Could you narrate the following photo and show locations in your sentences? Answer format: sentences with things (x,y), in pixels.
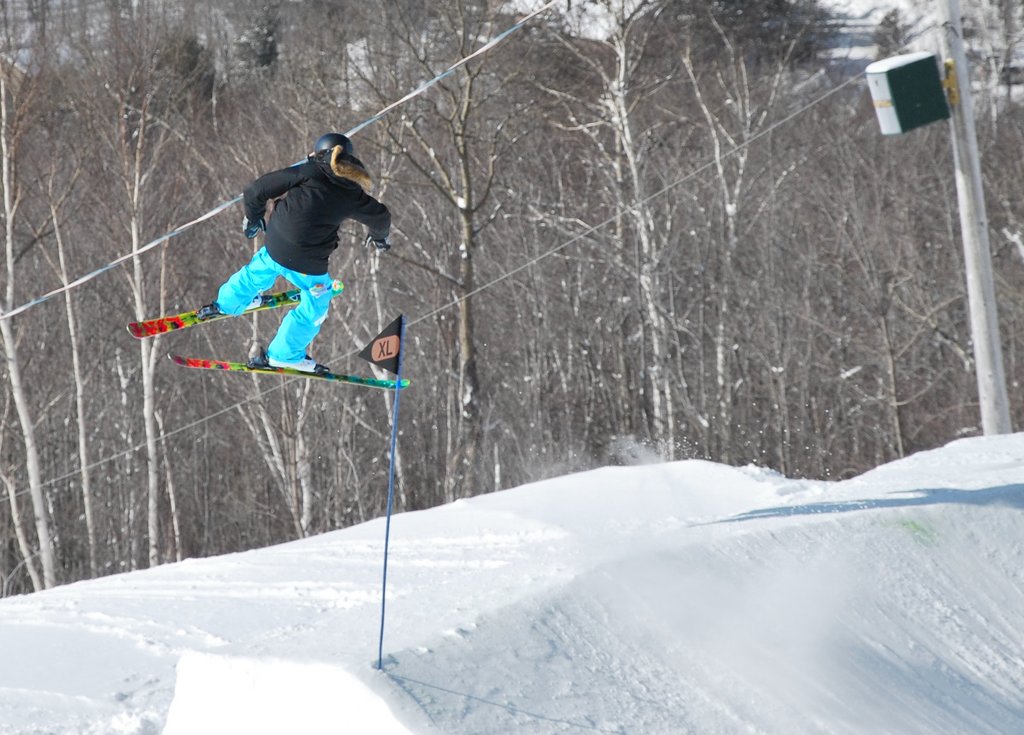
In this picture we can see a person (307,370) is skiing with the help of skis (275,300) in the snow (368,545), in the background (311,521) we can see few trees (299,501), pole (969,214) and cables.
